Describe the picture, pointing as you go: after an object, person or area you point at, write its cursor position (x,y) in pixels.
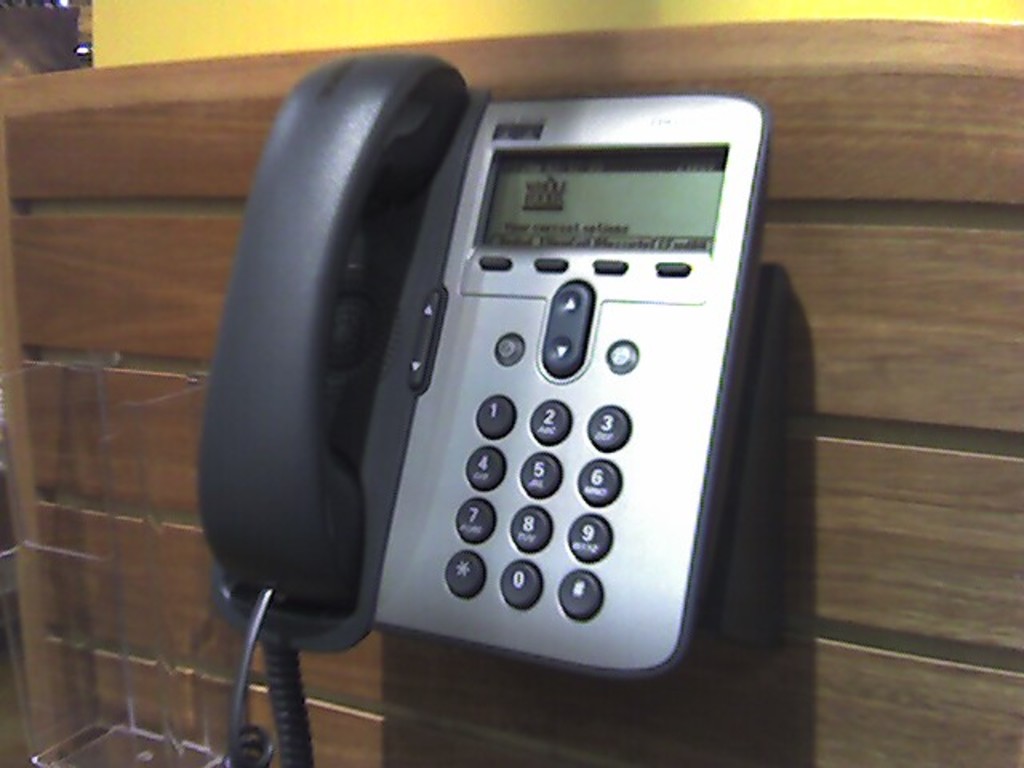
In this picture there is a black and silver color telephone (627,357), hang on the wooden wall (719,719).
